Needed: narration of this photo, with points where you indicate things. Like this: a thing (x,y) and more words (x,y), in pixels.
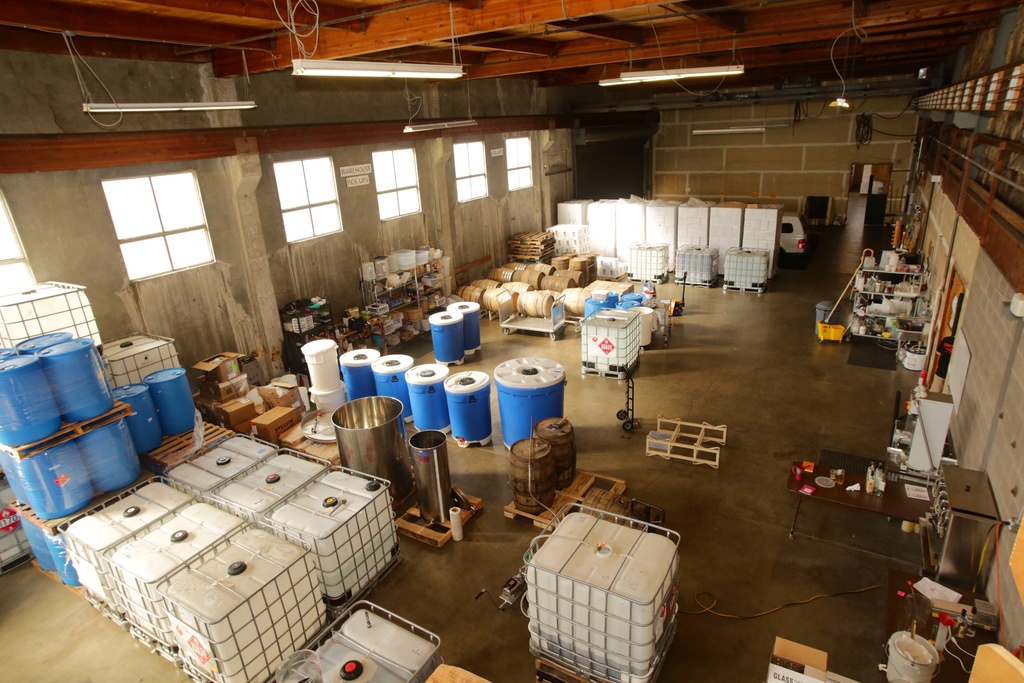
Here we can see tanks (292,589) in stands (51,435) and there are drums (438,401), carton boxes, barrels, dustbin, poles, windows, wall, lights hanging to the rooftop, buckets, vehicle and some other items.
